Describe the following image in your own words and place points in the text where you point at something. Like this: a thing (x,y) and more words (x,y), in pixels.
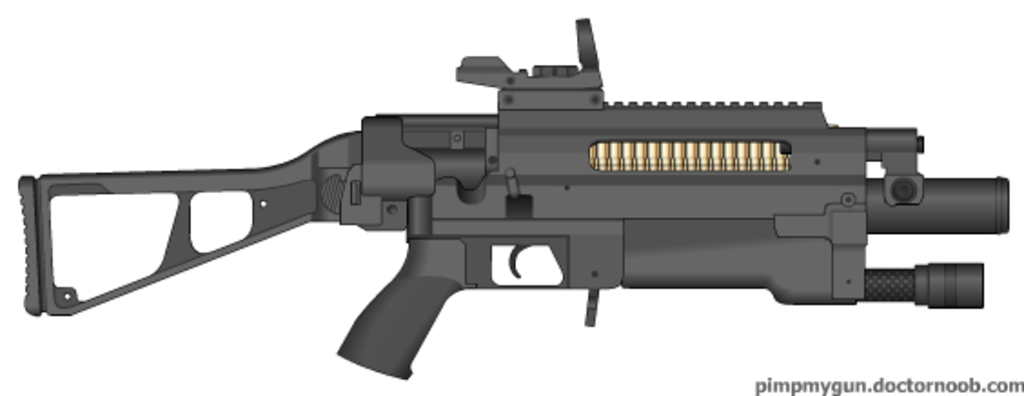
This image is a drawing. In this image we can see gun (514,220).
